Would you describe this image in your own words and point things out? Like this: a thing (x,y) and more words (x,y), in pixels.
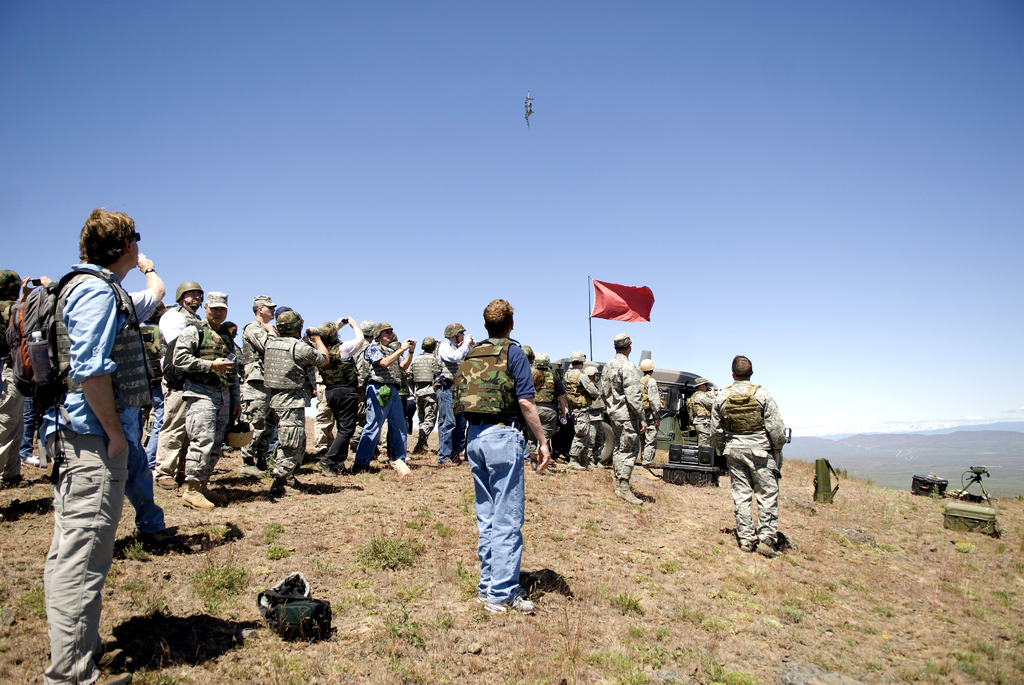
In this picture there are group of people (499,355) standing. At the back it looks like a vehicle (606,460) and there is a flag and there are objects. At the top (317,89) there is an object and there is sky (448,68). At the back (874,470) there are mountains (875,451). At the bottom (792,609) there is grass (577,673) and there is ground (792,599).
